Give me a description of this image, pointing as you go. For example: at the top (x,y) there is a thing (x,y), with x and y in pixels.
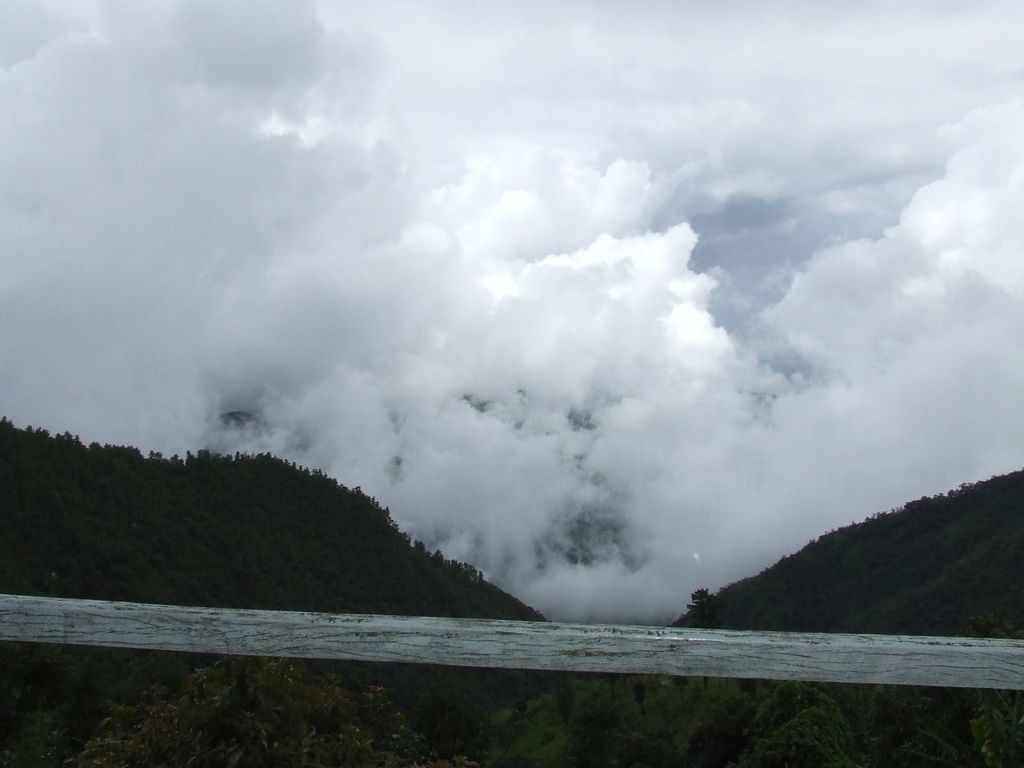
In this picture we can see a wooden railing (710,630), in the background (395,587) we can find few trees (396,535), hills (956,518) and clouds (643,427).
